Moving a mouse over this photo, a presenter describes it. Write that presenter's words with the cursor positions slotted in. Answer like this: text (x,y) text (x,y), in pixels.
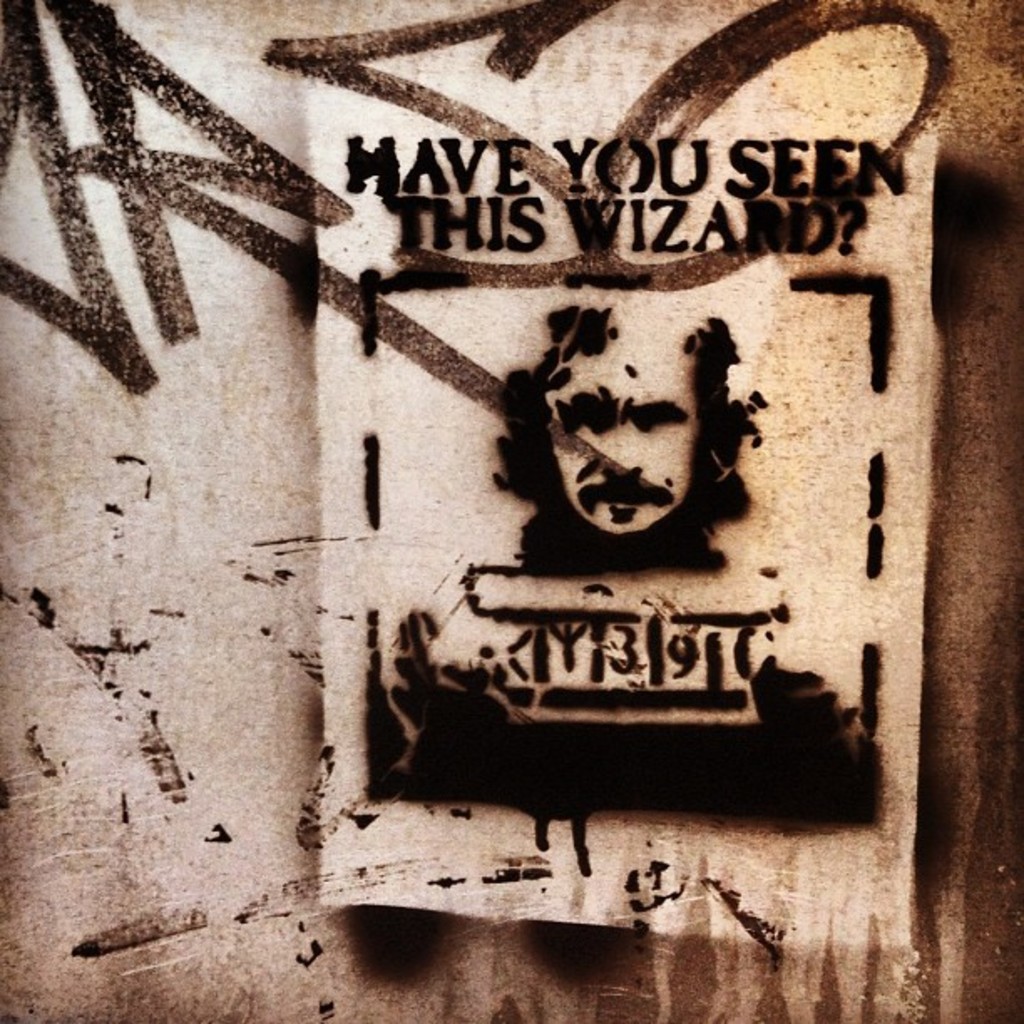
In this image there is a poster (669,475) of a person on the wall (293,480).
